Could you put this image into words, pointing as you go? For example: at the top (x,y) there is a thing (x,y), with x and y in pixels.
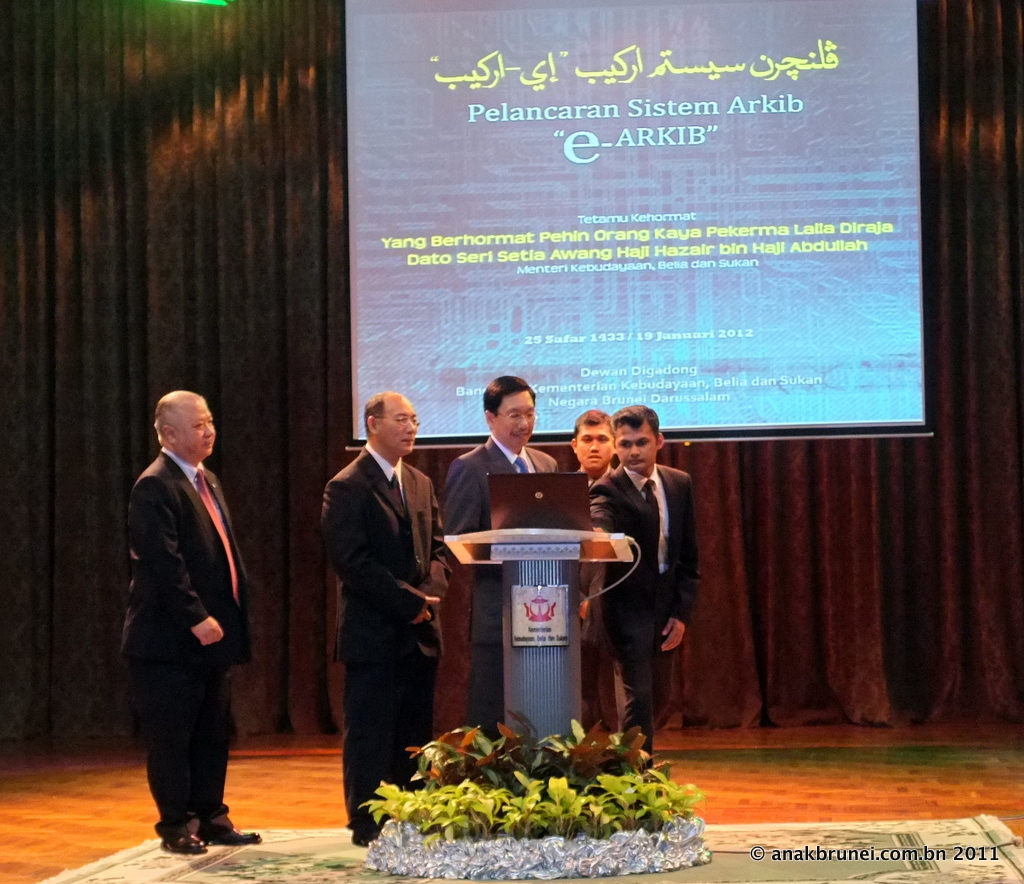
In the foreground of this image (508,818), there is a podium (519,702) on which, there is a laptop (553,508) and around which, there are few plants (497,832) and also few men (417,558) standing on the stage (285,749). In the background (332,375), there is a screen (399,226) and the curtain (170,257).
